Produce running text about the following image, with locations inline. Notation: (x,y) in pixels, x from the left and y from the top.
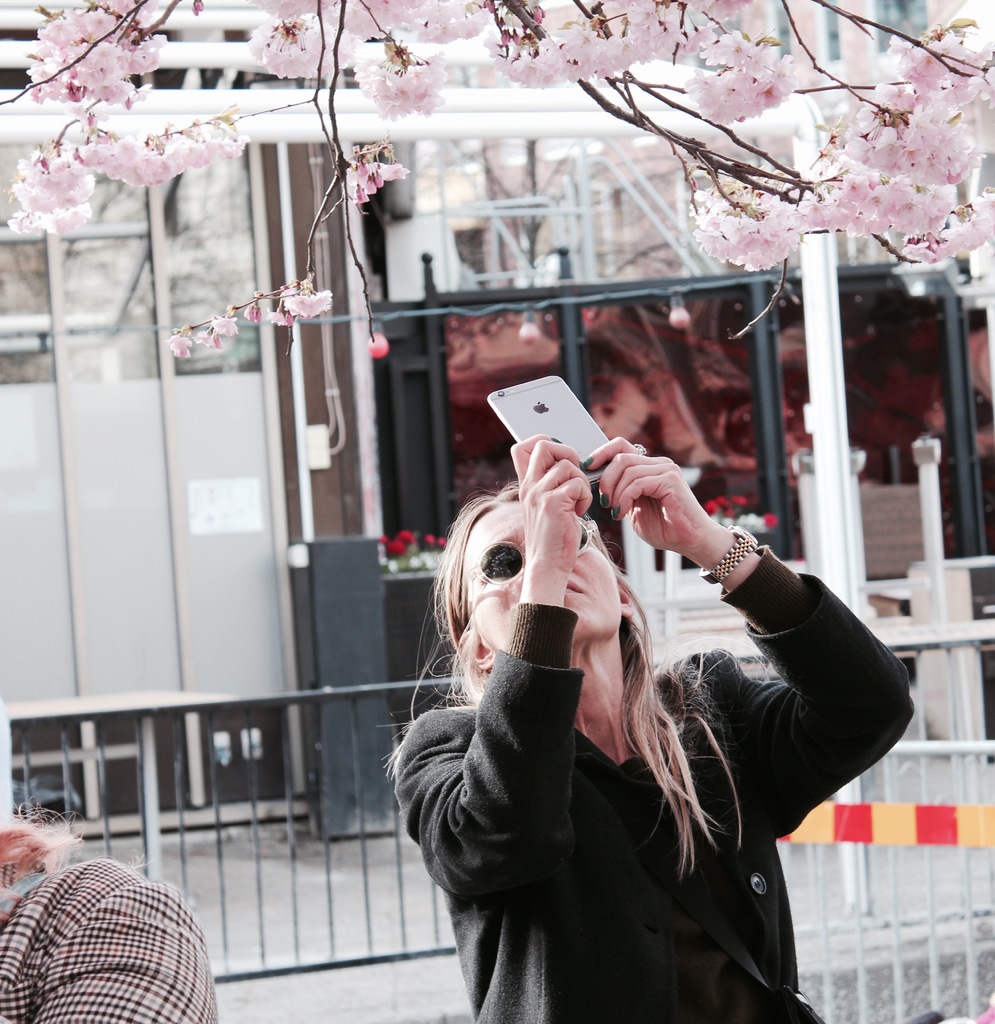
In this image I can see a woman (635,656) wearing black color dress (607,802) is holding a mobile (590,430) in her hand (542,454). I can see a tree (875,178) with pink colored flowers (873,199) to it. In the background (282,526) I can see the railing (270,805), a building (235,780) and few lights (375,338) to the building (591,335).
